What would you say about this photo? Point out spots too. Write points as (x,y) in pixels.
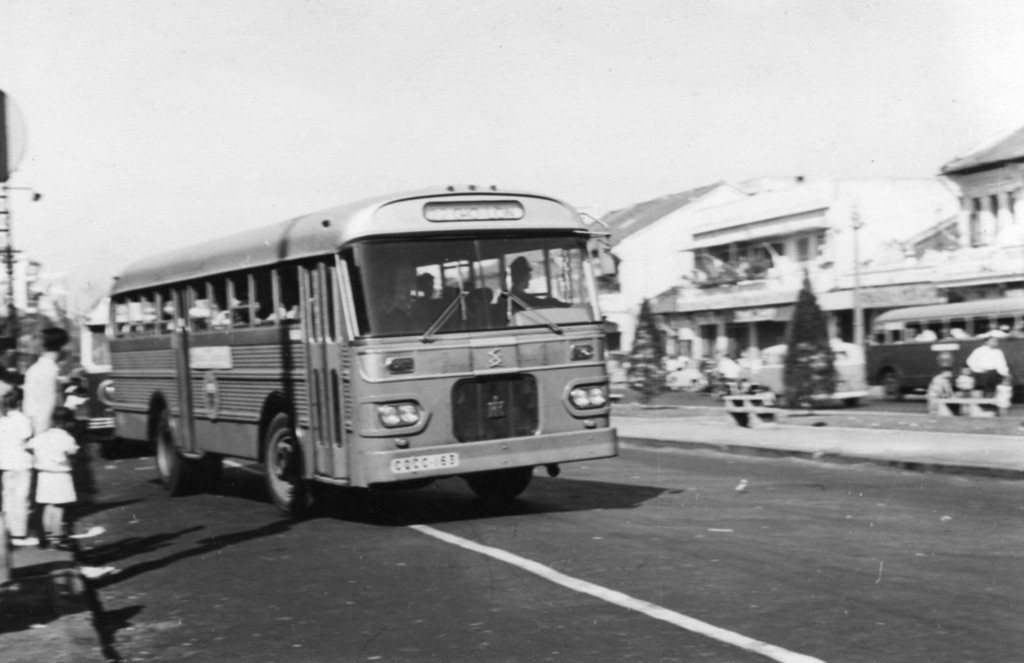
In this picture there are people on left side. There are buses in the foreground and right side (1015,380). There is a road (931,625) at the bottom (936,613), The sky (45,5) is at the top (901,74).
